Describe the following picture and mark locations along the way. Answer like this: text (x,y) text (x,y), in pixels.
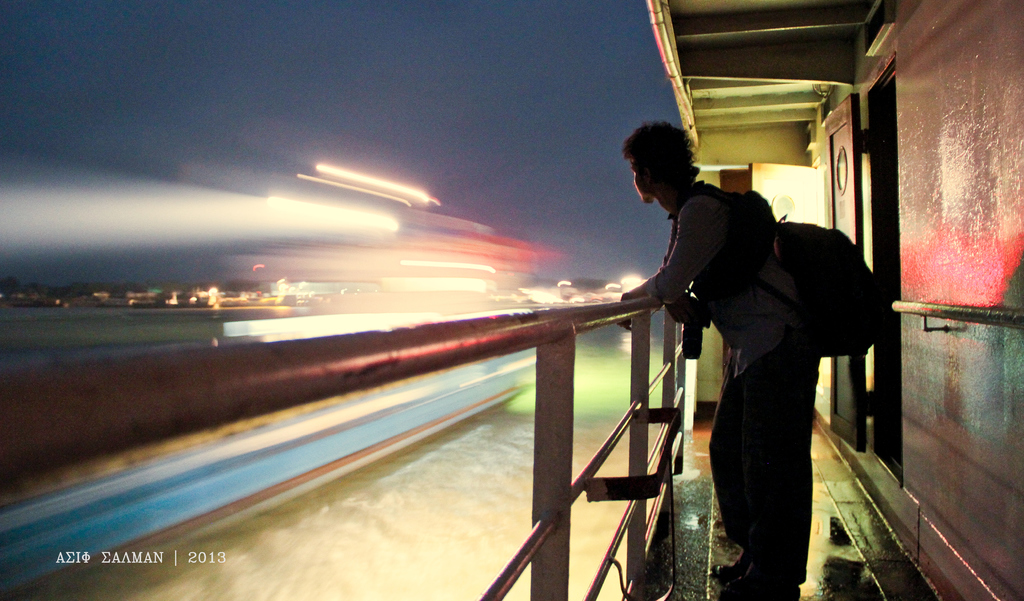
In this image there is the sky (284,61) towards the top of the image (314,72), there are light rays (359,244), there is a man (757,287) standing, he is wearing a bag (756,245), there is the wall (968,388) towards the right of the image (932,68), there is a door (838,200), there is roof (765,44) towards the top of the image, there is a metal object (131,381) towards the left of the image (291,368), there is text (141,558) towards the bottom of the image (107,557), there is a number (191,560) towards the bottom of the image (219,561).
